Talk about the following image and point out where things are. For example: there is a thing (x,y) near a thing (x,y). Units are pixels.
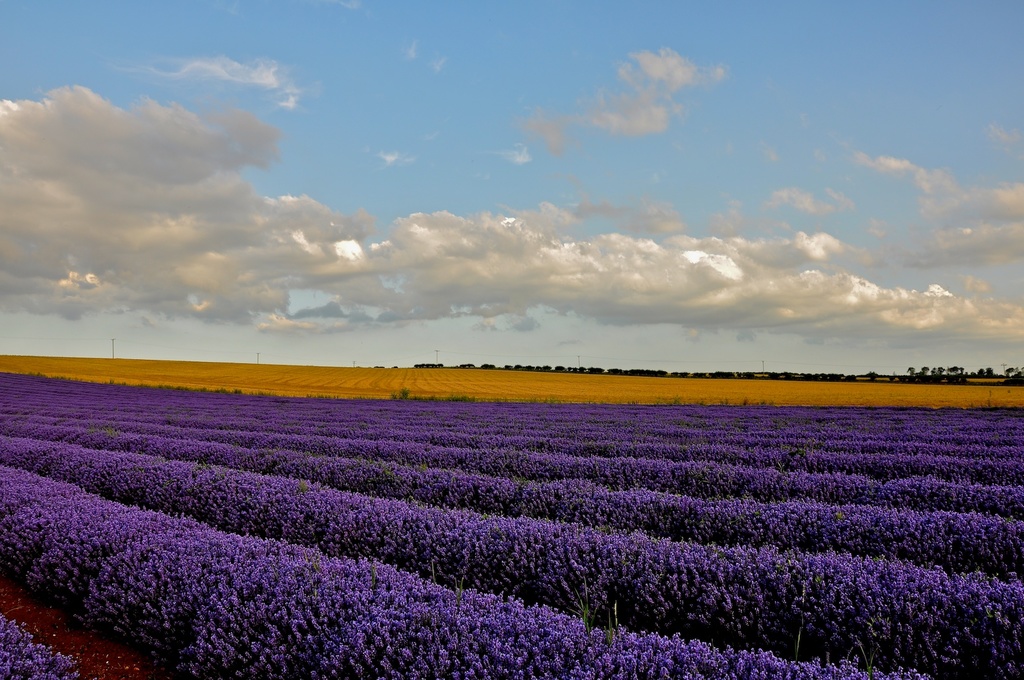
In this image we can see a group of flowers (502,525) on the plants (407,510). On the backside (818,204) we can see a group of trees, some poles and the sky (804,268).
